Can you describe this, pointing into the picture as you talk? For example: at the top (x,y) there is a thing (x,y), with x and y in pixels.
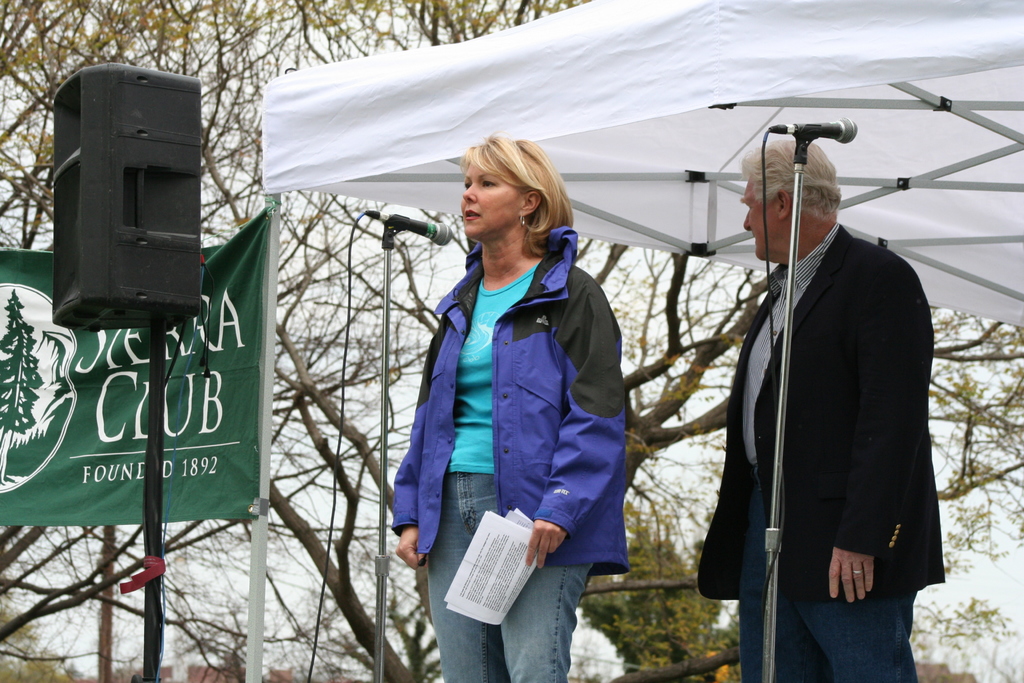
In this image I can see two people (533,268) are standing. I can see one of them is wearing blue jacket (599,356) and one is wearing black blazer (818,557). I can also see she is holding few white color papers (492,571). I can see few mics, white tent (541,101), few poles (148,663), a black color speaker (115,285), a green cloth (210,362) and on this cloth (125,447) I can see something is written. In the background (208,83) I can see number of trees (364,362).
